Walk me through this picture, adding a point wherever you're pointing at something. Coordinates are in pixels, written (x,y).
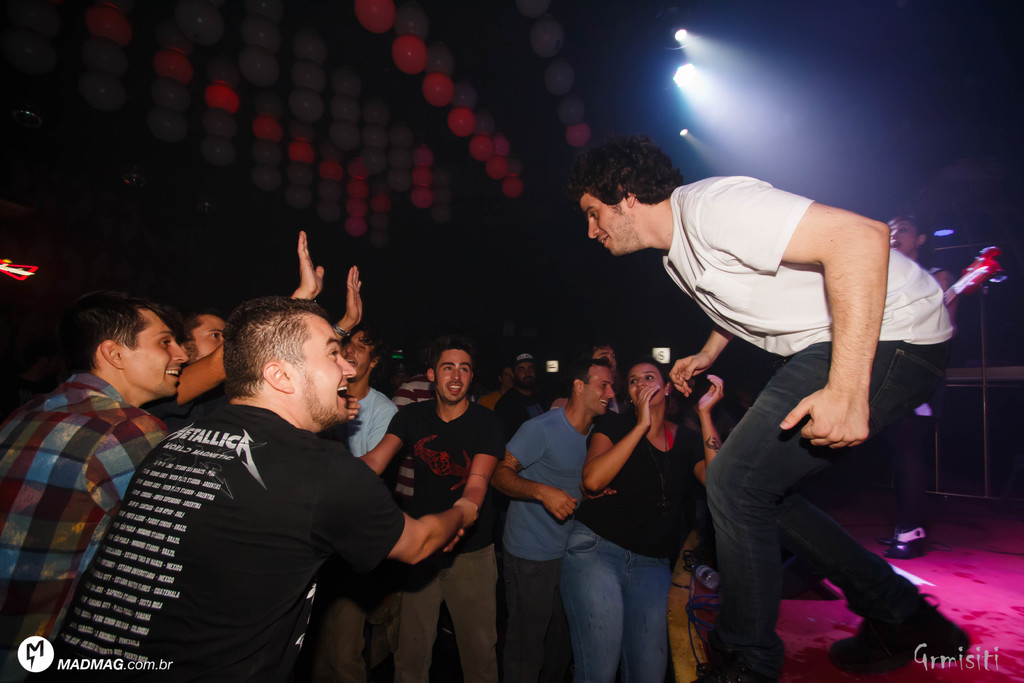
In this image we can see men (389,448) and women (609,426) standing on the floor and dais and one of them is holding musical instrument (958,294) in the hands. In the background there are electric lights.
